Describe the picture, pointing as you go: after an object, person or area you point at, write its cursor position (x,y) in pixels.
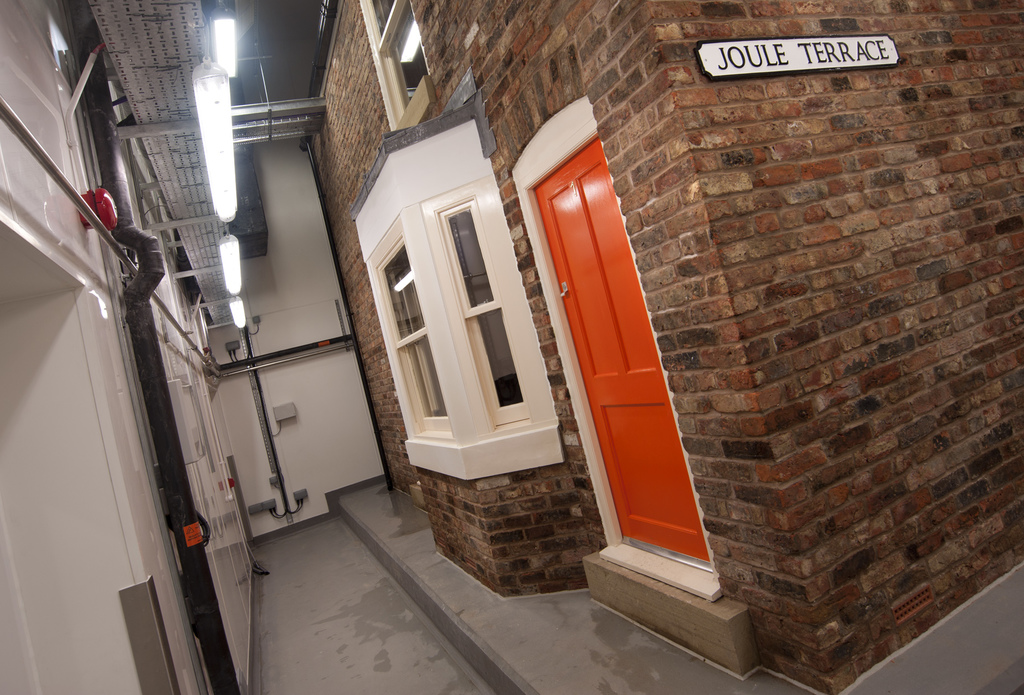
In the image we can see the brick wall (788,298), door (606,317) and the windows (533,352). Here we can see the floor (373,625), lights (217,115), board (810,45) and text (810,45) on the board (821,36).
